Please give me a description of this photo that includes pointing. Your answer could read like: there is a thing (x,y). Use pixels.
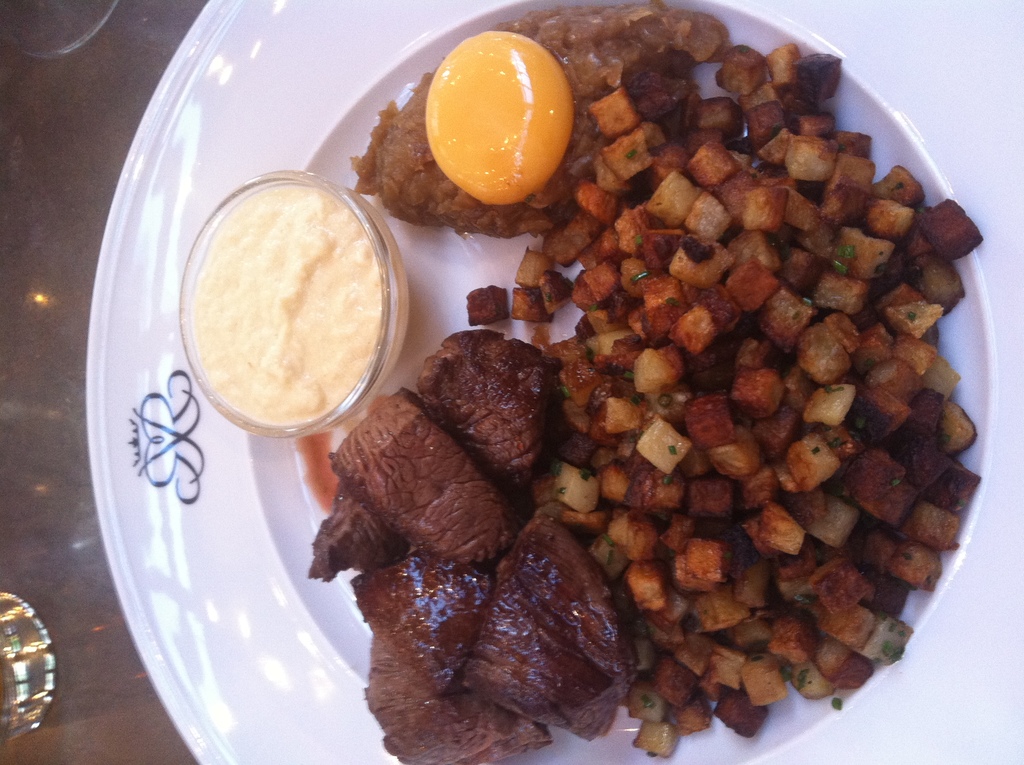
In this image there is a table (80,430), on that table (113,737) there is a plate (991,238), in that plate (812,42) there is a food item (505,230).
